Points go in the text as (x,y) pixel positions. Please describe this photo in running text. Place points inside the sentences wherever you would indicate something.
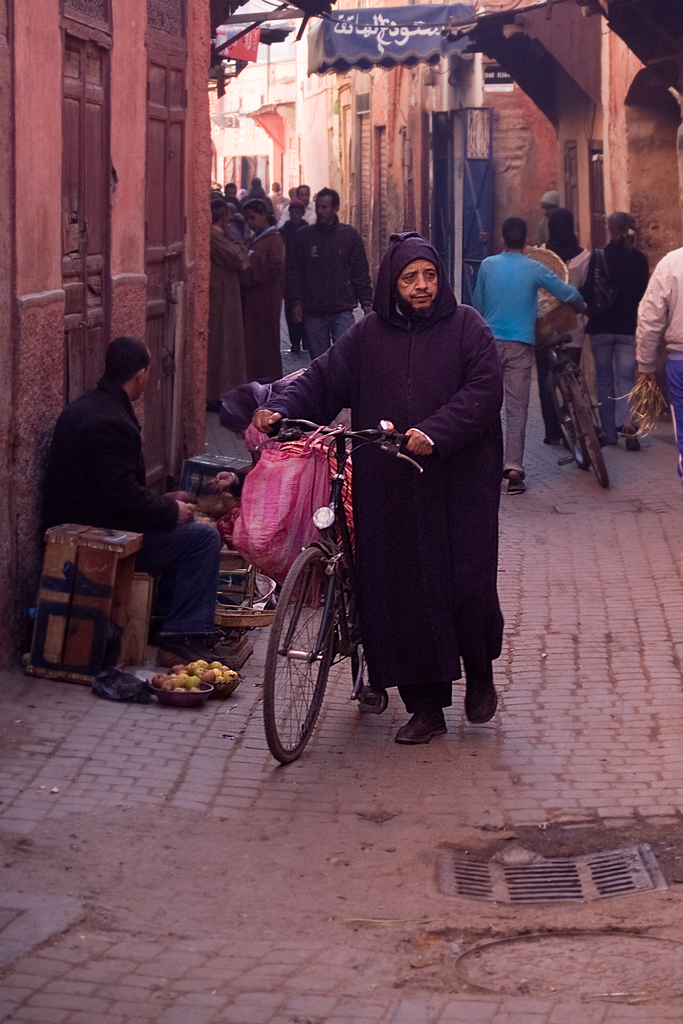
This picture shows a man (416,420) walking along with his bicycle (314,429), holding a bag (284,477) to the handle (296,420) of this bicycle (290,430). There is a man (80,504) sitting on the side of a road (225,702) with some vegetables (184,680) in the basket (171,702). In the background (237,242) there are some people (286,226) walking. We can observe some buildings (308,113) here.
